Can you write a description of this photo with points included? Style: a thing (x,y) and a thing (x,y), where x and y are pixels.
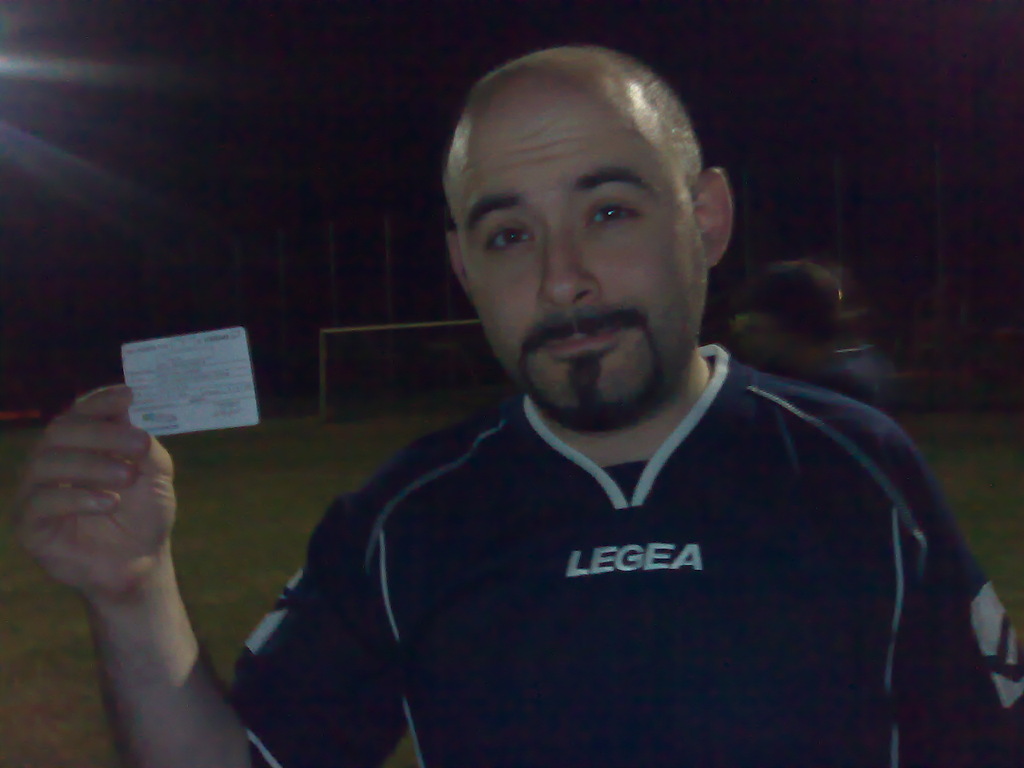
In the center of the image (581,413) we can see a man (648,504) standing and holding a card (156,420). In the background (14,159) there are poles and we can see a light (8,128).
